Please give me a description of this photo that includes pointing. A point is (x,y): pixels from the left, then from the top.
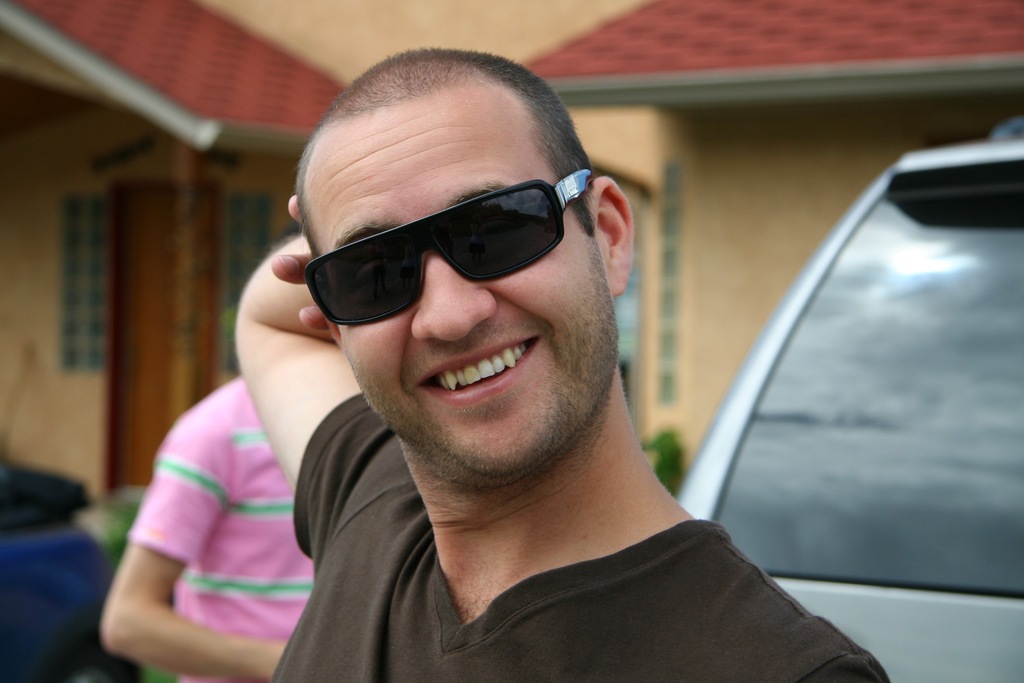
In this image I can see a person (468,310) wearing brown colored t shirt (613,560) and black goggles (447,258) is smiling. In the background (907,540) I can see a vehicle (907,534) which is silver in color, a person (270,490) wearing pink and green colored t shirt (228,501) and the house (200,98) which is brown and red in color.
